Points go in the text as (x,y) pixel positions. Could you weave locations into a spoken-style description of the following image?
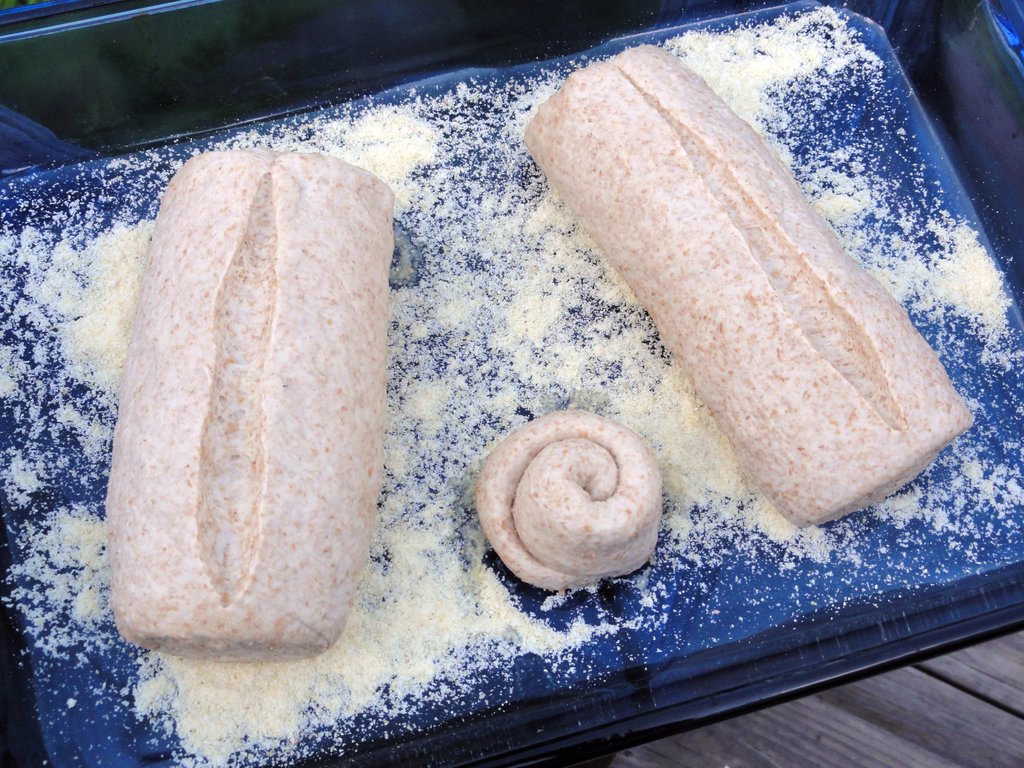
In this image we can see some food item (199,419) which is placed in the blue color box (610,584).
